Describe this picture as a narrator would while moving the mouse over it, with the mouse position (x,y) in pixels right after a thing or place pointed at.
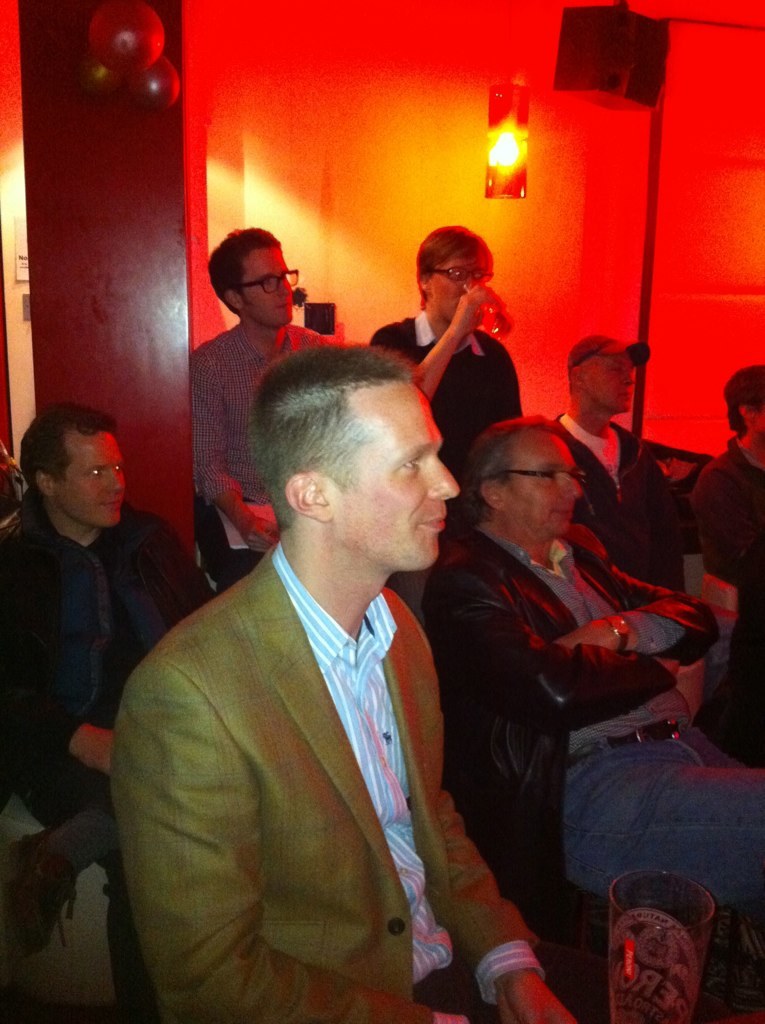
In the picture we can see some people (220,934) are sitting on the chairs (101,971) and behind them we can see a man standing and drinking something with a glass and in the background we can see the wall (644,159) with the light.
